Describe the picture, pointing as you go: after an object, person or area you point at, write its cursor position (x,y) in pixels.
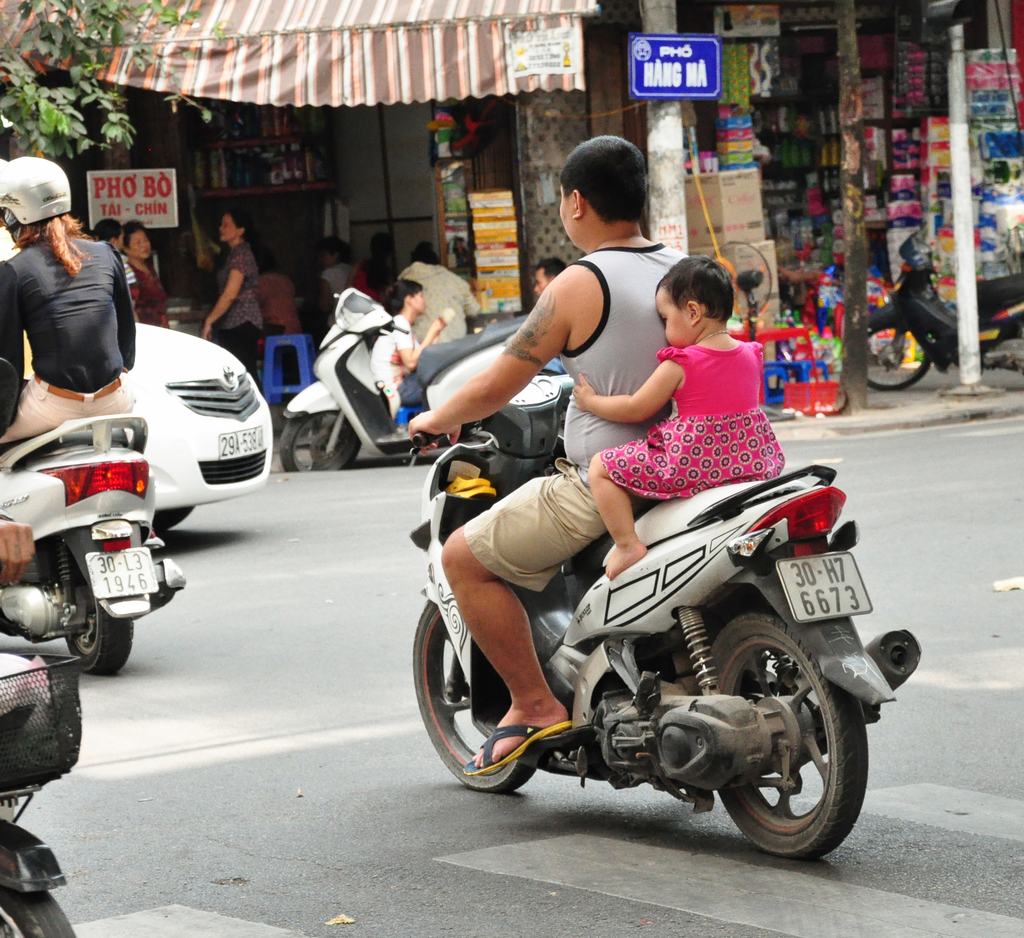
In this picture i can see the person (585,441) riding a bike (439,538) in the back of the person (624,428) there is a small kid (696,434) holding him and in the back ground (265,235) i could see some shops (775,173) and some persons (376,279) sitting and chatting to each other.
